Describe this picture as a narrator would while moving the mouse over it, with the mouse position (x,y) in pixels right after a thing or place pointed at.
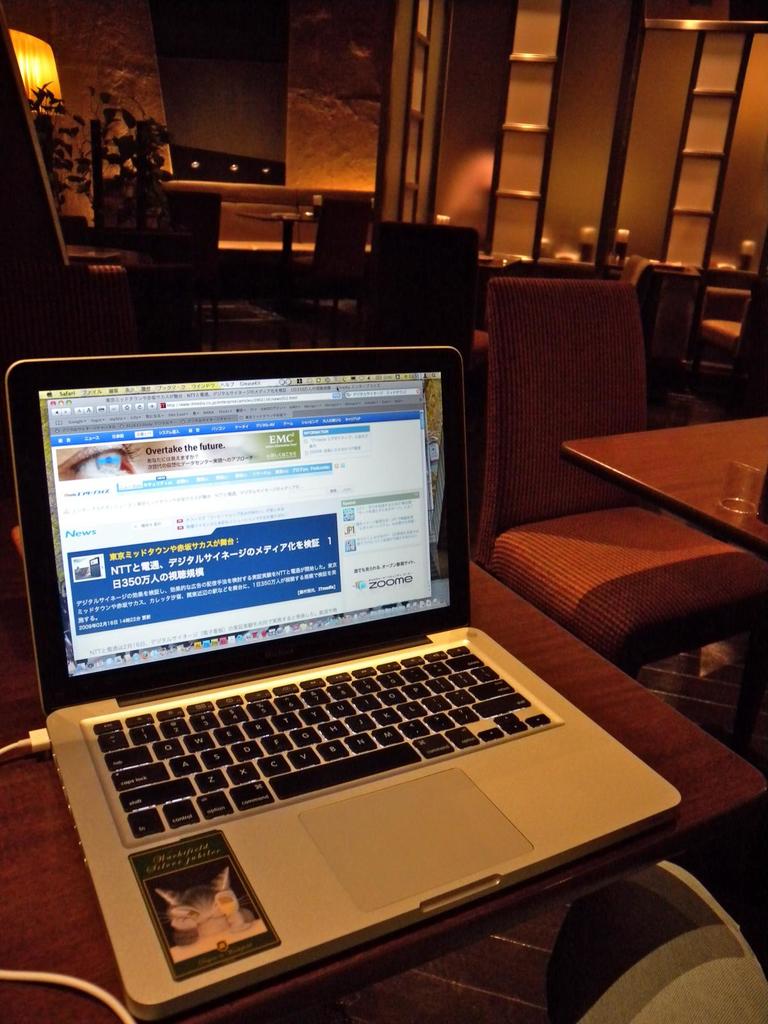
This image looks like a restaurant (756,544) with a laptop (325,689) on the table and a wire (49,746) is connected to the laptop (375,887) in the left (184,765). On the right middle (688,419), I can see a chair (648,620) and a glass (737,513) kept on the table (714,473). On the top left (101,134), I can see a lamp light (34,53) and a houseplant (131,195). On the top left (181,122), I can see a screen (266,157) on the wall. On the right bottom (656,874), I can see a gray cloth (609,980).
